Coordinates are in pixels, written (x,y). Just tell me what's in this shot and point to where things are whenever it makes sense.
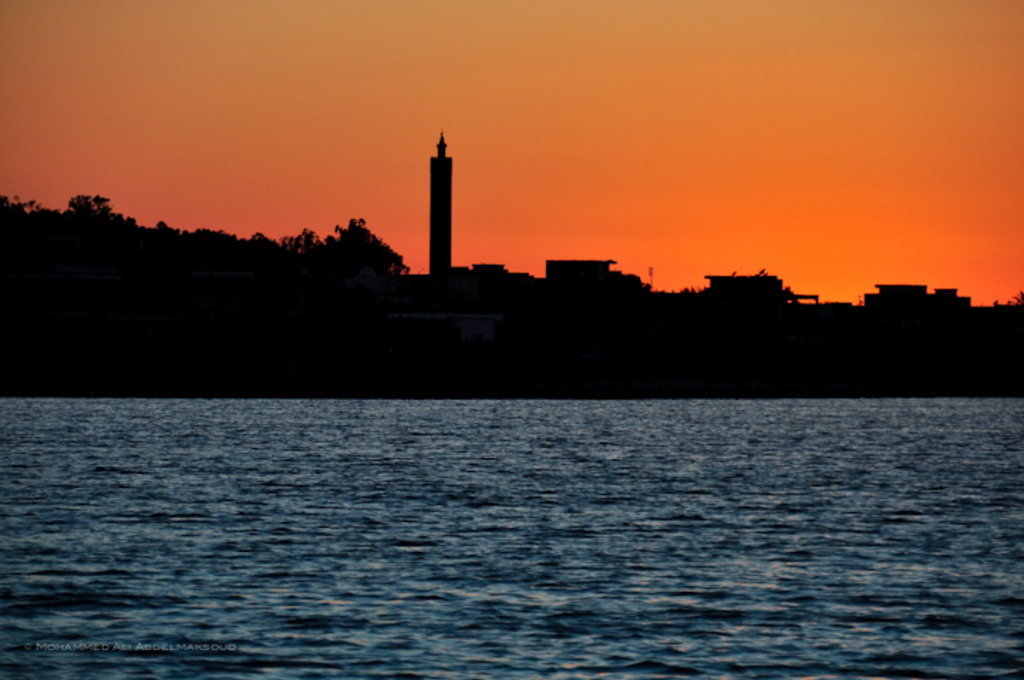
There is water (925,495) and there are trees (342,266) and buildings (953,351) at the back (204,235).
